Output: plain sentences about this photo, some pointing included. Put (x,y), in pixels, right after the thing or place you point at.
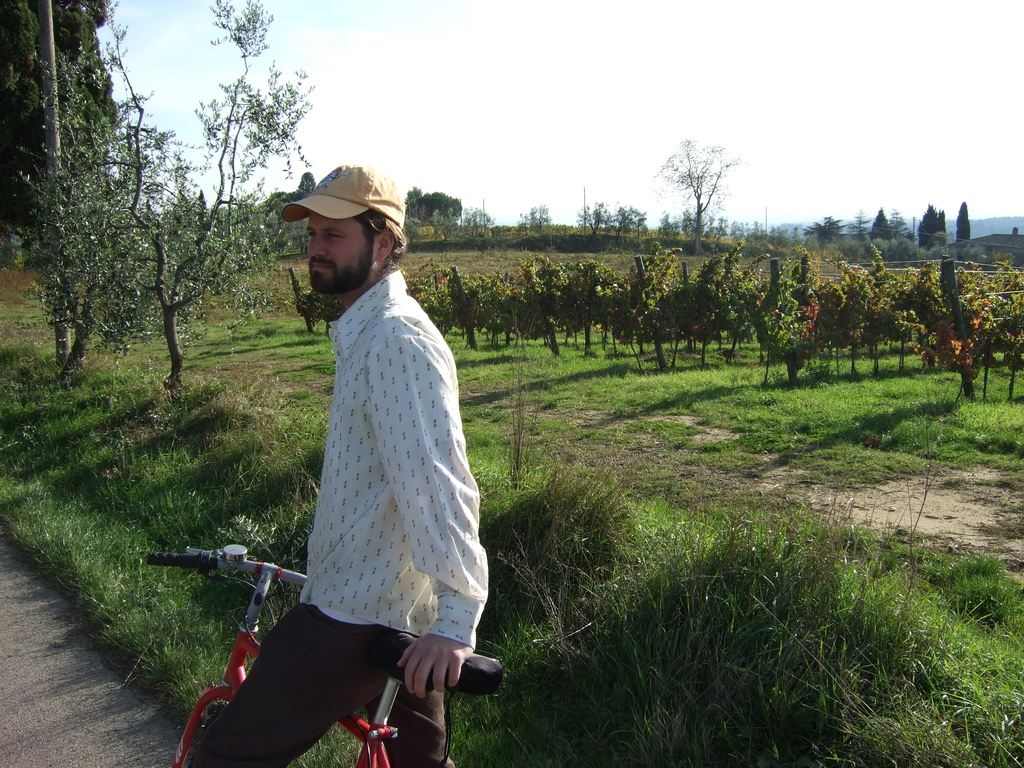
In this image on the left side (341,254) we can see a man (347,285) is holding a bicycle (345,723) in his hand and there is a grass (110,535) and trees (178,387) on the ground (478,715). In the background (70,115) there are plants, poles (57,354), trees (130,187) and grass (150,399) are on the ground (664,469) and we can see the sky (948,175).
